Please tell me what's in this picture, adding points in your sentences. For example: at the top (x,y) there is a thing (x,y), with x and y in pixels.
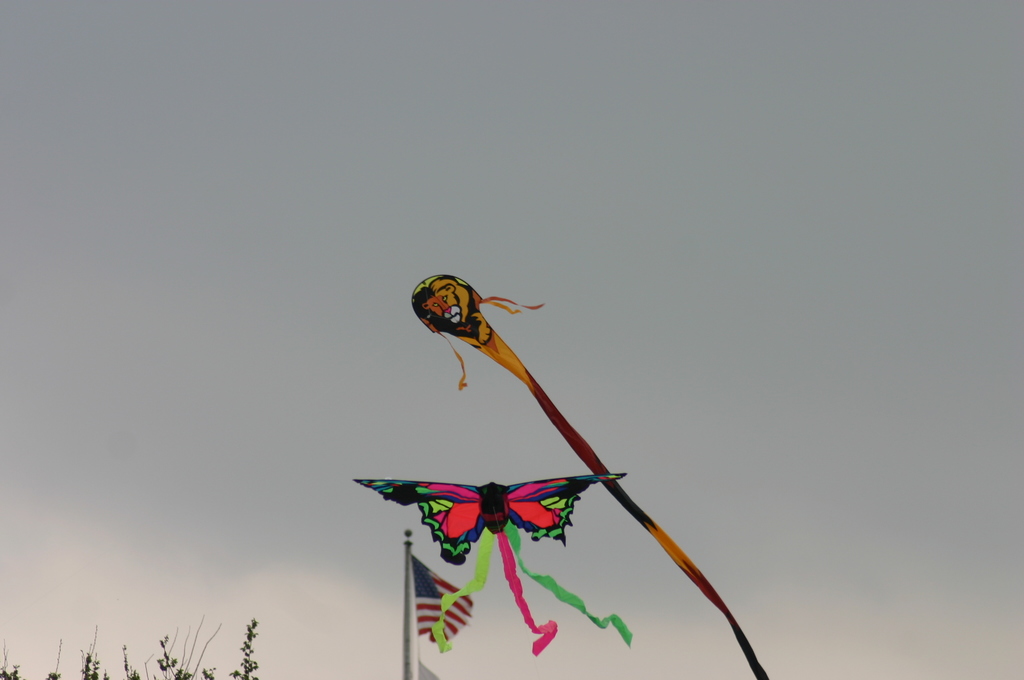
There is a flag (426,613) and some leaves (125,659) of a tree (176,657) at the bottom of this image (163,649), and there are two kites (523,570) in the middle of this image (454,326), and there is a sky (419,179) in the background (652,327).
